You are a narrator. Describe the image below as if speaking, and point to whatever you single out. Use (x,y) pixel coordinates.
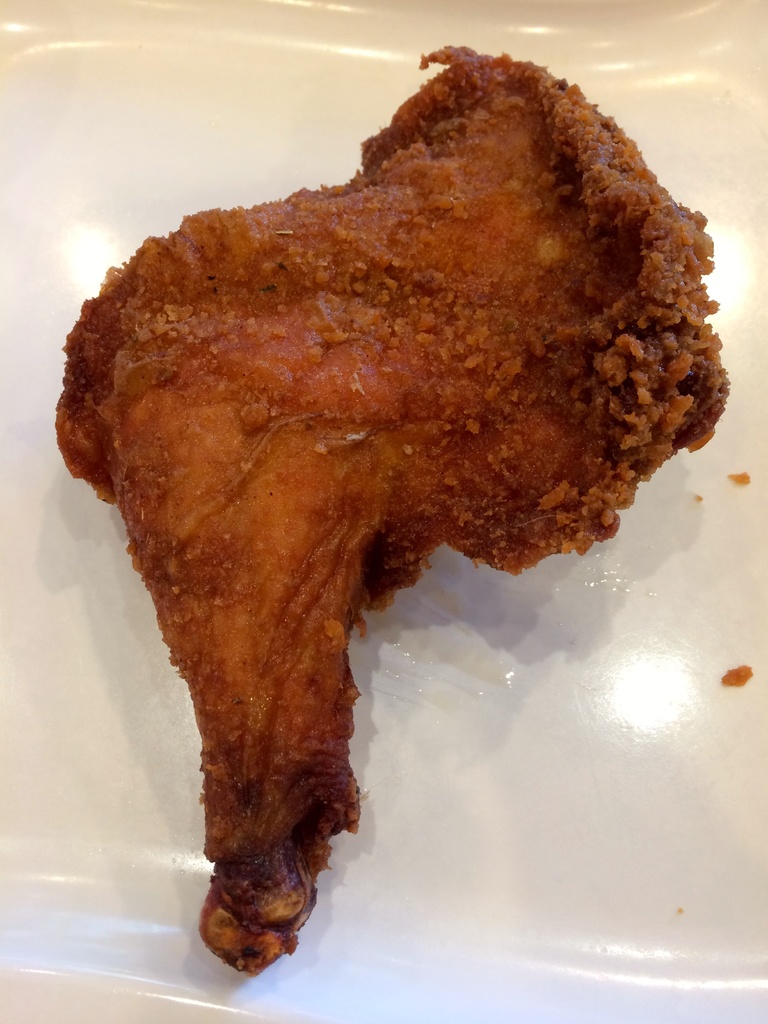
As we can see in the image there is a white color plate (602,851). On plate (55,473) there is chicken piece (298,466).
